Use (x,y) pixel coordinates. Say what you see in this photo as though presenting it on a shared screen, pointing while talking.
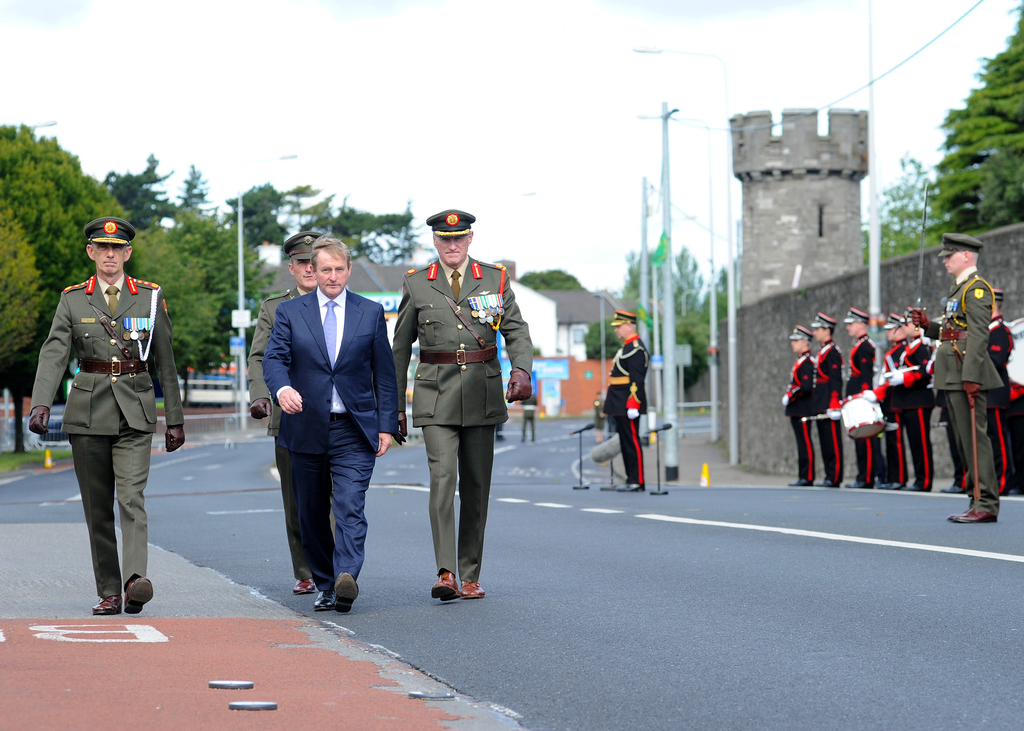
In this image on the left side (173,403) there are some people (434,404) walking, and three (427,350) of them are wearing uniforms (142,372) and on the right side (980,379) there are group of people (942,388) who are wearing uniforms (960,371) and standing. At the bottom (428,628) there is walkway (146,664) and in the background (823,238) there are some trees (719,315), poles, buildings (580,306), wires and tower (790,152). At the top (425,104) there is sky (433,104).
